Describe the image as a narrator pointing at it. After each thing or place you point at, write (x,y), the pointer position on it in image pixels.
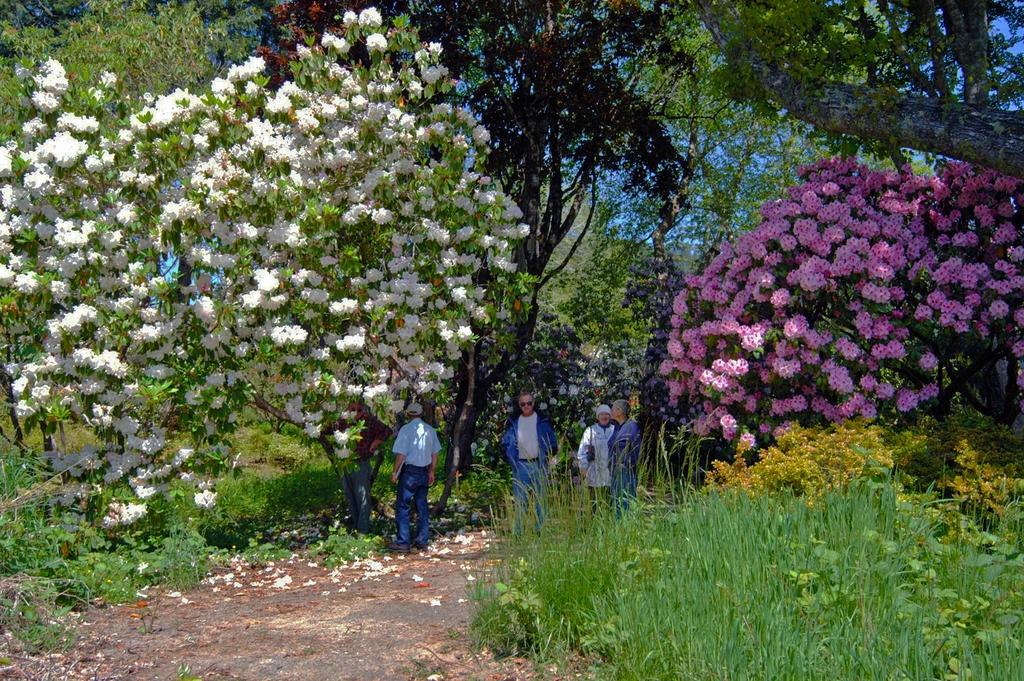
In the picture I can see few persons (535,438) standing and there are few trees (381,410) and plants (494,445) on either sides of them and there are few flowers (870,271) which are in pink color are in the right corner (873,266) and there are few other flowers (129,212) which are in white color are in left corner (199,192) and there are few trees (537,172) in the background (615,169).
